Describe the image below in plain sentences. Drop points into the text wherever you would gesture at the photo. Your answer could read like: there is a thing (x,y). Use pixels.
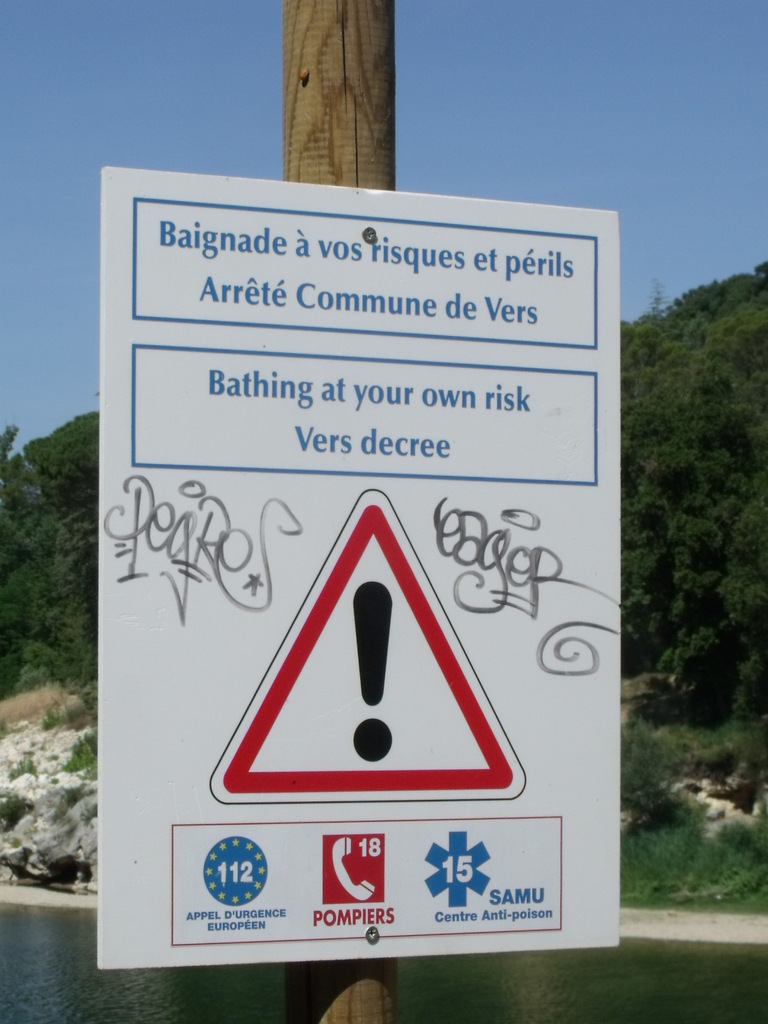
In this image we can see there is a signboard (352,388) attached to the pole (345,972) and at the back (644,995) there are mountains (755,799), trees (690,434) and water (633,982).
